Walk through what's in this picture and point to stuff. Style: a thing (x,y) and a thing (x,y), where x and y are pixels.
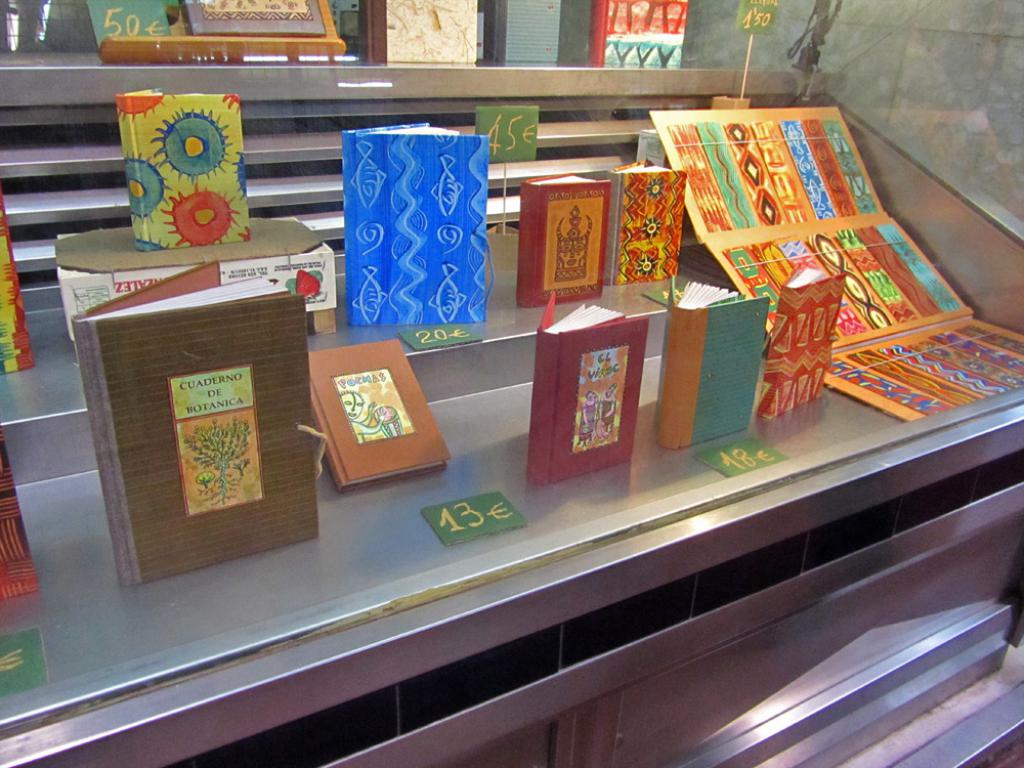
In this image there are books (436,433) on the stand (556,132) and there is a cardboard (779,170) with some design (854,231) on it and there are numbers (470,510) written on the paper (506,141).
